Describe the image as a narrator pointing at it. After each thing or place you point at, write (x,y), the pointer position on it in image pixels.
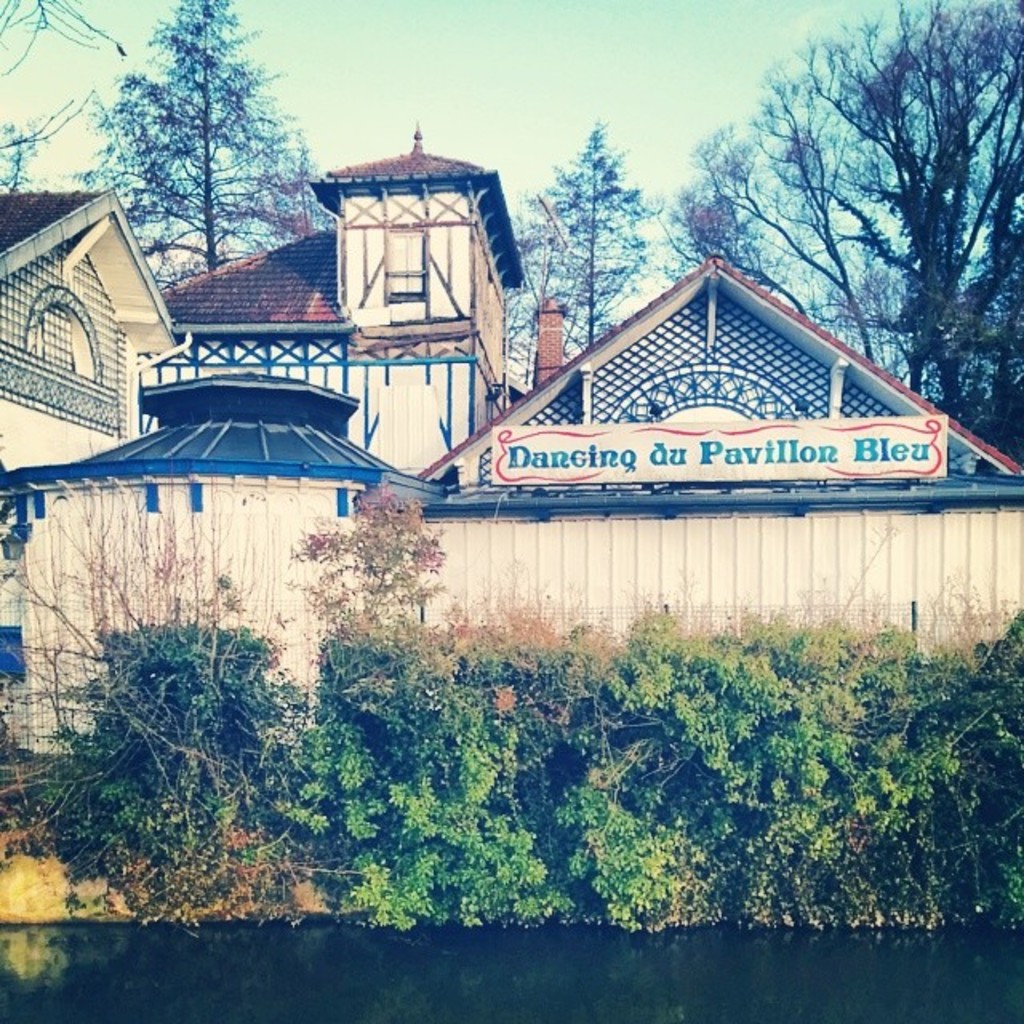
In this image I see the water (229,981), number of plants (271,749), fencing (619,631) and I see number of buildings (401,284) and I see a board (738,432) over here on which there is something written. In the background (666,231) I see number of trees (725,237) and I see the sky (430,87).
